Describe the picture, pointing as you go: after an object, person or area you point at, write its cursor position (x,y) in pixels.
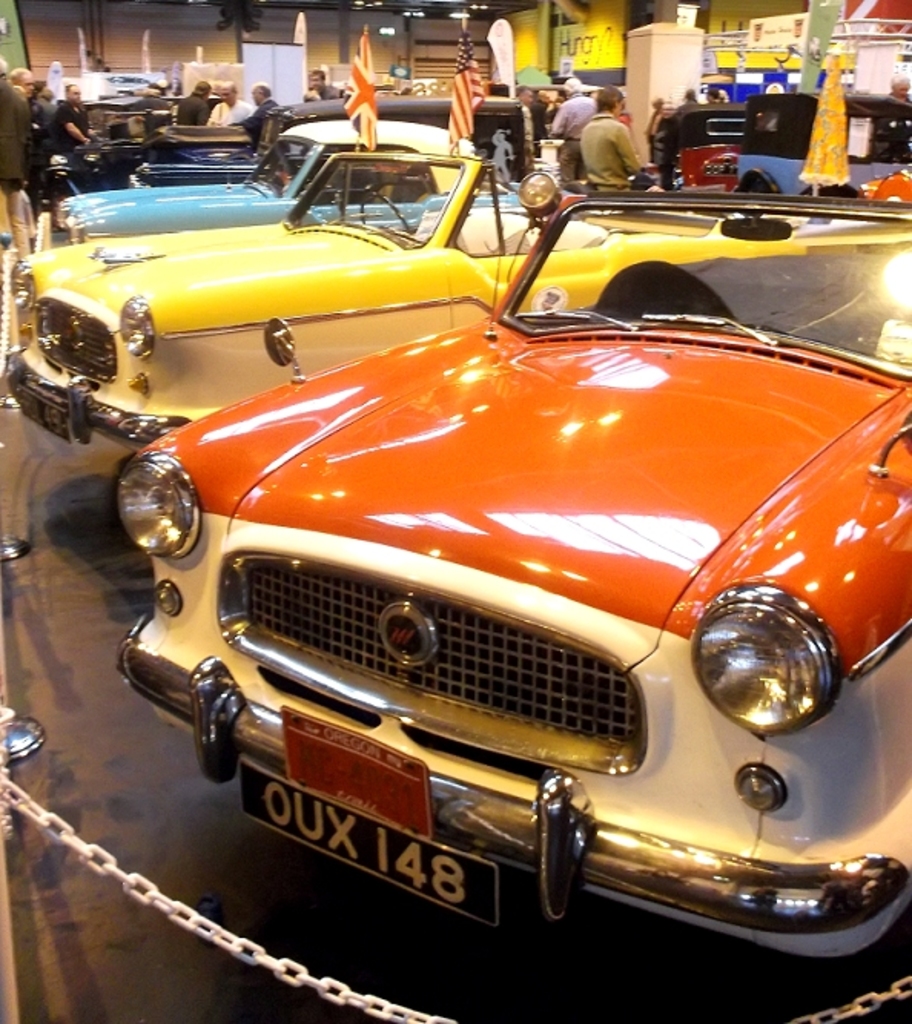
In this image we can see so many cars (237,195) on the floor (52,643). In the background (610,89), we can see people (70,125), flags (475,83), banners (623,54) and the wall (89,57). There is a chain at the bottom of the image (354,1005). We can see metal objects (16,549) on the left side of the image (35,746).
